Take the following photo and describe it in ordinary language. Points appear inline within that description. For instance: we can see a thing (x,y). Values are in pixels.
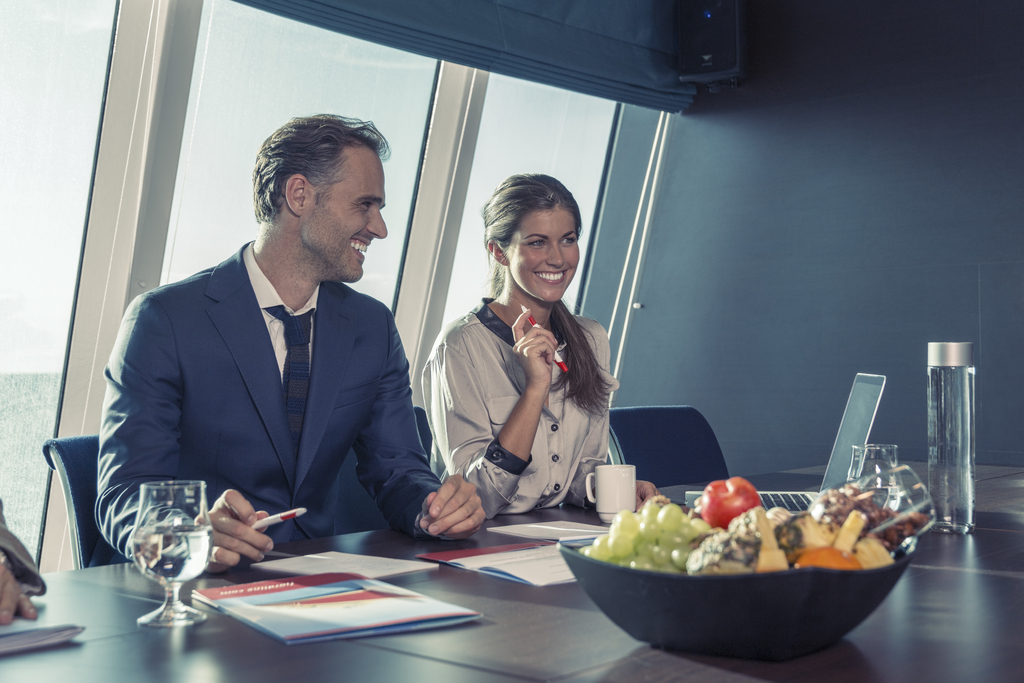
In this image I can see a man (261,192) and a woman (604,357) are sitting on chairs (71,515). I can also see smile on their faces (323,237). On this table (314,550) I can see a bottle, a glass (160,489), mug (587,493) and few papers (297,633).
